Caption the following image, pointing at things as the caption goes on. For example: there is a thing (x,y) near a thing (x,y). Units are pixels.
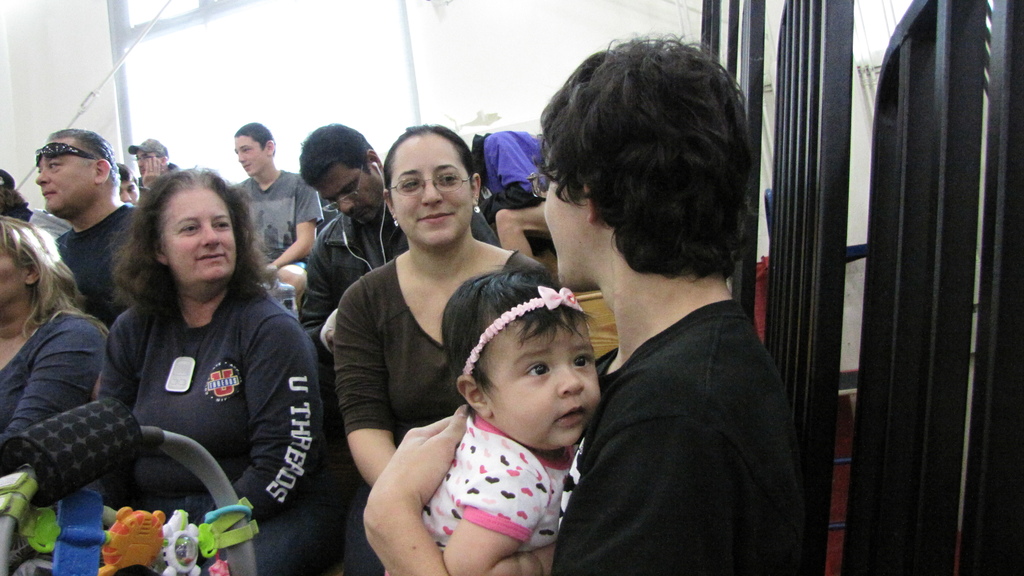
In this picture there are people (253,372) and we can see toys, grilles (935,307) and objects (23,438). In the background of the image (452,51) we can see wall (54,70).
